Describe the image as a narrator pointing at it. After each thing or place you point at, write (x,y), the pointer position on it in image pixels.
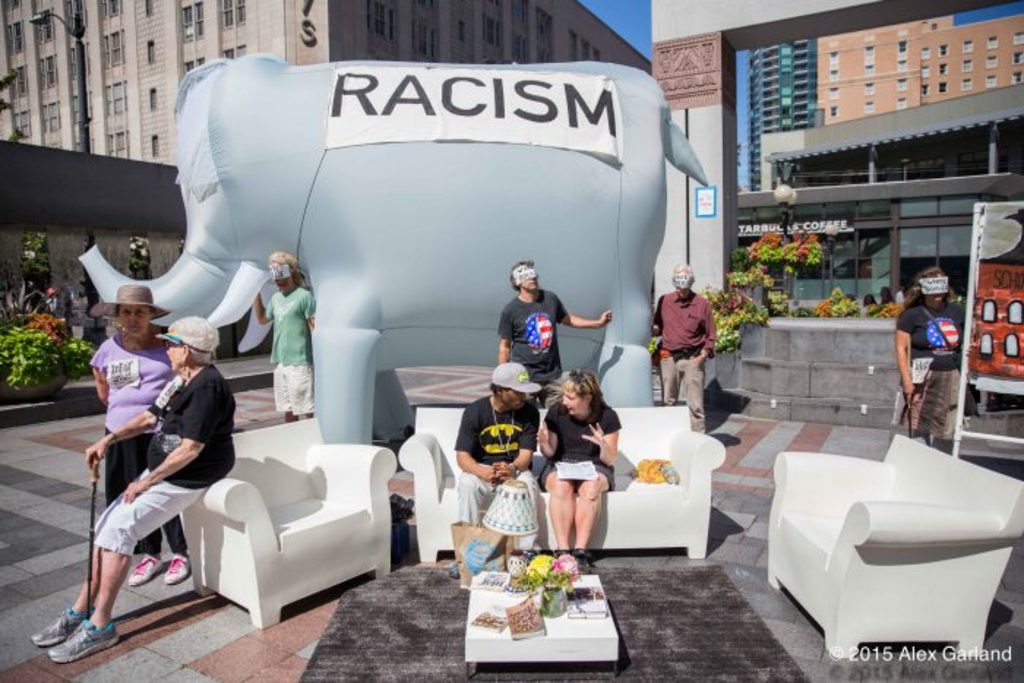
In the image there are sofas (195,562) in the foreground (640,540) and there are two people (567,448) sitting on the sofa (538,447) which is in the middle (533,449), in front of them there is a table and on the table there are some objects (518,522). Around the sofas (259,463) there are few people (539,295) and behind them there is a balloon (261,126) in an elephant shape, around the balloon (331,247) there are some stores (773,196) and buildings (383,22).
